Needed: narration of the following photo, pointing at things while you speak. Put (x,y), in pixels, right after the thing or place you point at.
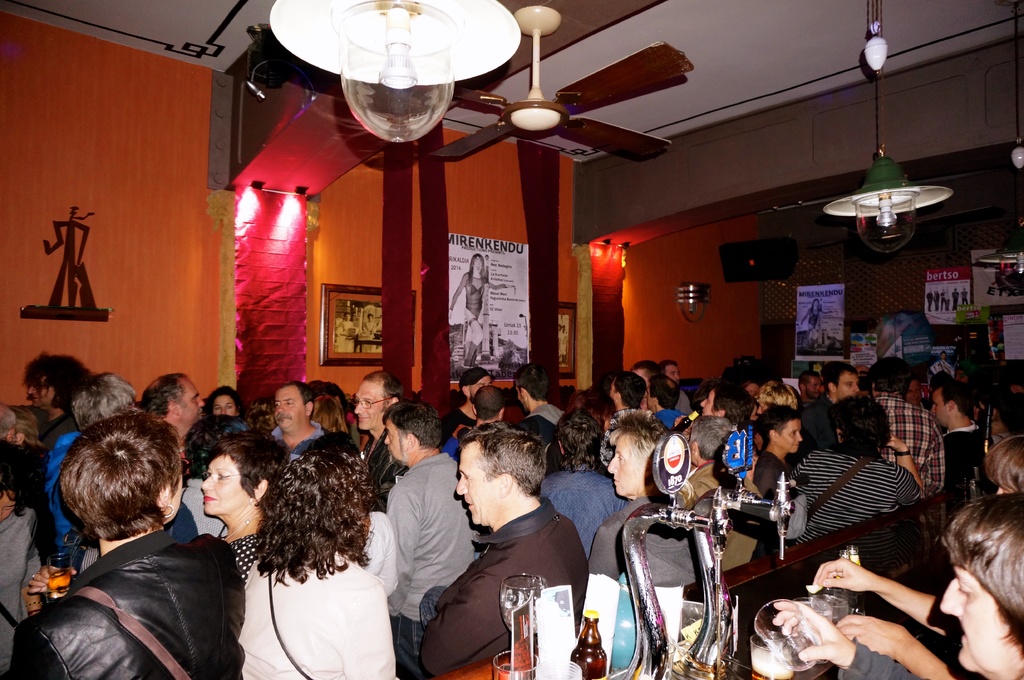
The picture consists of so many people (892,440) in it where it is inside a room (669,585) and at the right corner of the picture (964,618) there are people (975,616) trying to take drink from the taps (679,514) with the glass (793,636) in their hands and at the very right corner of the picture (860,350) there is a wall (964,336) with some posters (908,355) on it and on the other wall (352,238) there are some photos (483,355), to the roof (508,66) there is a fan (482,104) hanging and lights (331,66) hanging.
